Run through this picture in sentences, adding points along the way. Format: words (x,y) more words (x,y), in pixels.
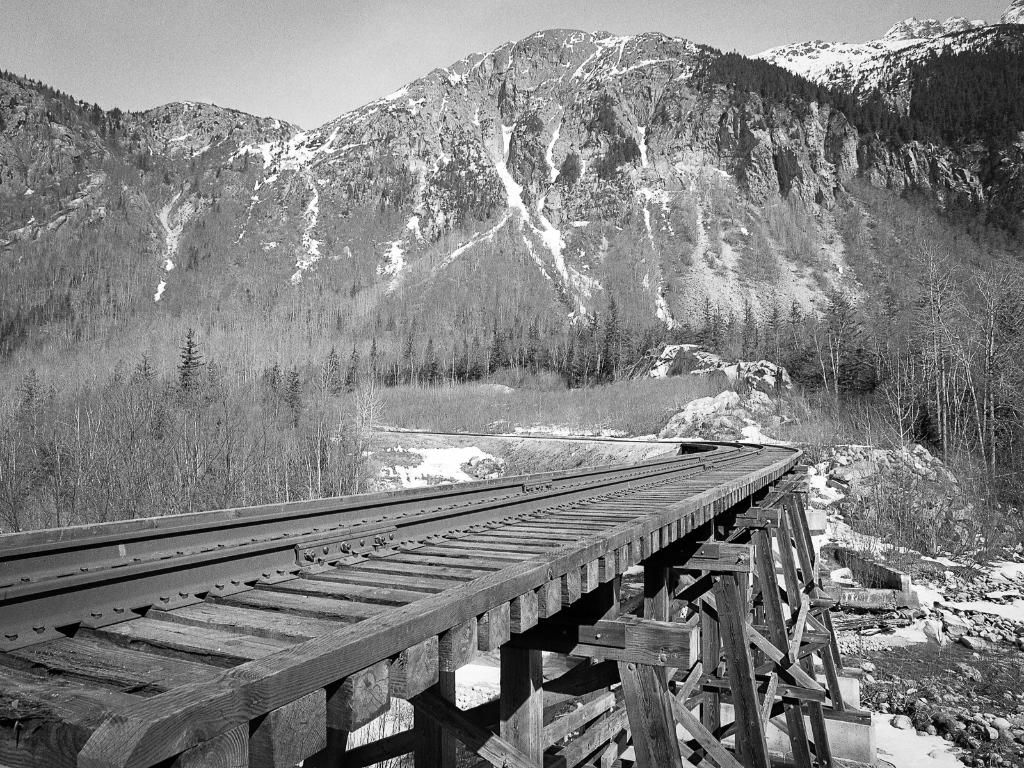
In the foreground of the image (721,718) we can see a railway track (250,608) and rocks (911,679). In the middle of the image (377,330) we can see trees (309,334). On to the top of the image (467,126) we can see the hills (517,87) and the sky (110,75).
